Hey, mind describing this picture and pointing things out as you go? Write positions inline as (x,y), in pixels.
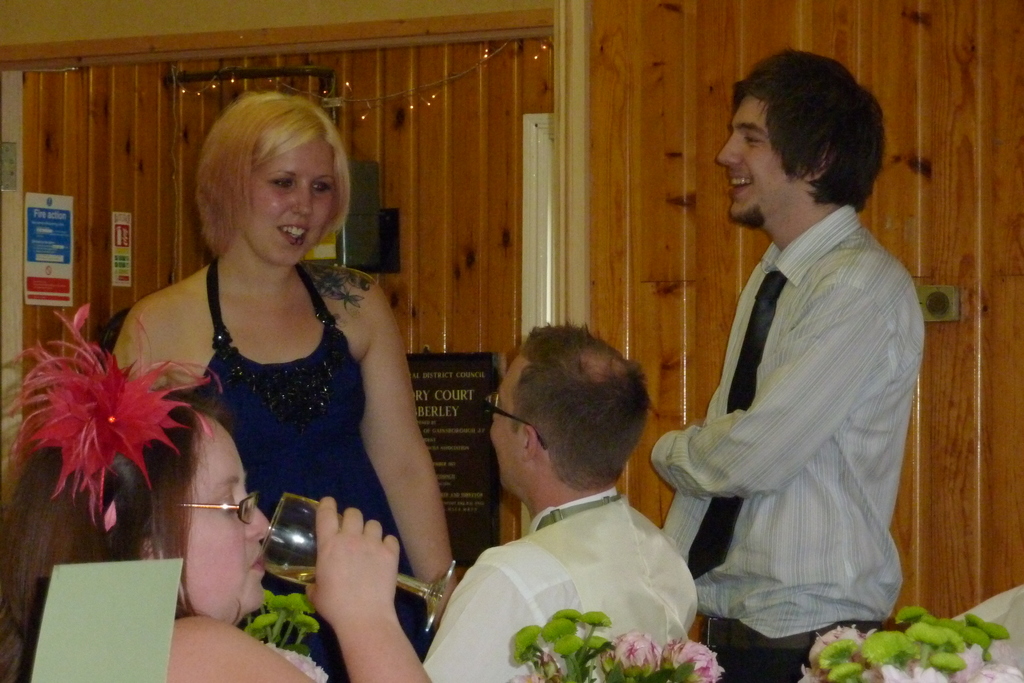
In this picture there is a woman (310,206) standing here and speaking with person (513,607) in front of her and he is sitting and there is a person (831,103) who is standing and smiling looking at women (298,422) and another woman (11,636) sitting over here is drinking wine (411,579) and in the backdrop (712,52) there is a wooden wall (115,119).
